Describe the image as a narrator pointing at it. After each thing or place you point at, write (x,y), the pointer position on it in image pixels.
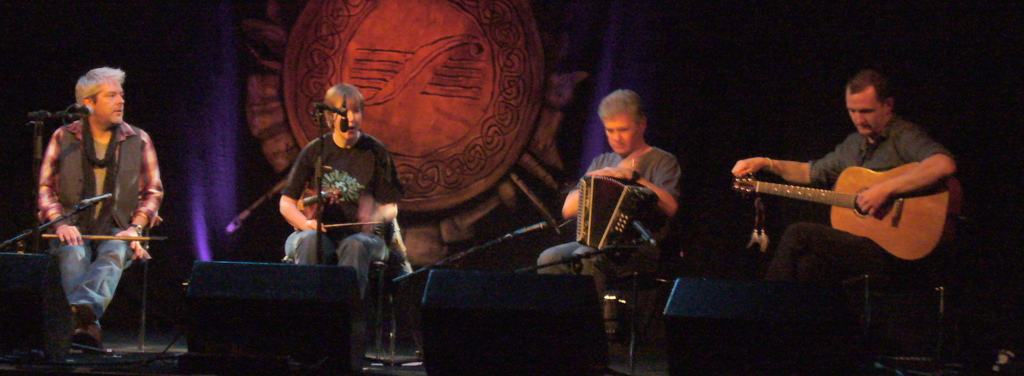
In the middle of the image (375,213) a person (345,91) is singing. In the middle of the image (660,158) a person (623,100) holding a accordion (595,180). Right side of the image (870,85) a person (922,179) holding a guitar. Left side of the image (135,188) a person (135,188) holding a stick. Behind them there is a wall (796,36).
